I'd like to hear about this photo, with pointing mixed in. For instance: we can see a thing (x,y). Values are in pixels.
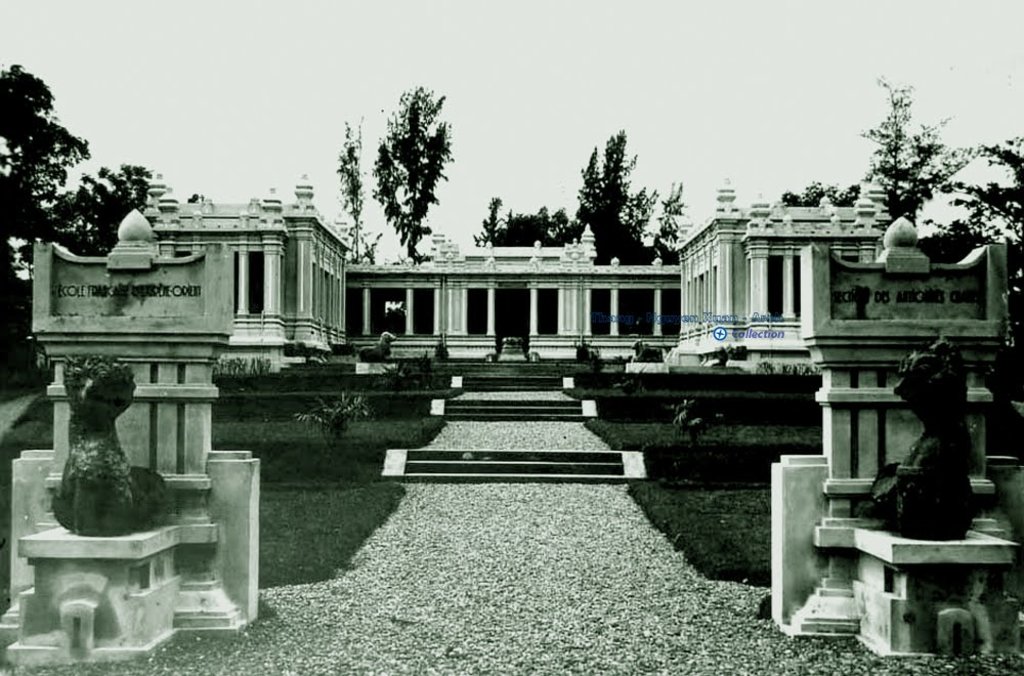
In this image we can see one white building (358,289), around that building (537,261) so many trees (20,173), grass (330,481) and some plants (344,401) are there. There are two pillars (774,522) and some statues (101,484) are there. At the top (503,82) sky (506,78) is there.
